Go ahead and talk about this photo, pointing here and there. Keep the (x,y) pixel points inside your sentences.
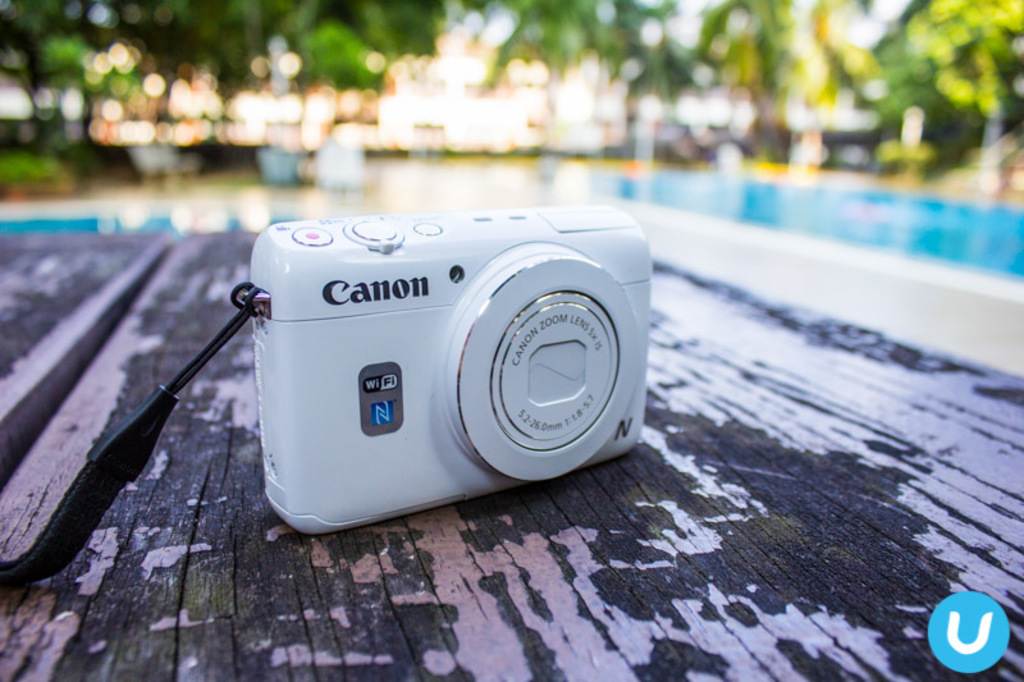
In this picture we can see small Canon camera (492,441) placed on the wooden table top (706,477). Behind we can see small swimming pool (885,206) and trees (828,71) with blur background (873,203).
